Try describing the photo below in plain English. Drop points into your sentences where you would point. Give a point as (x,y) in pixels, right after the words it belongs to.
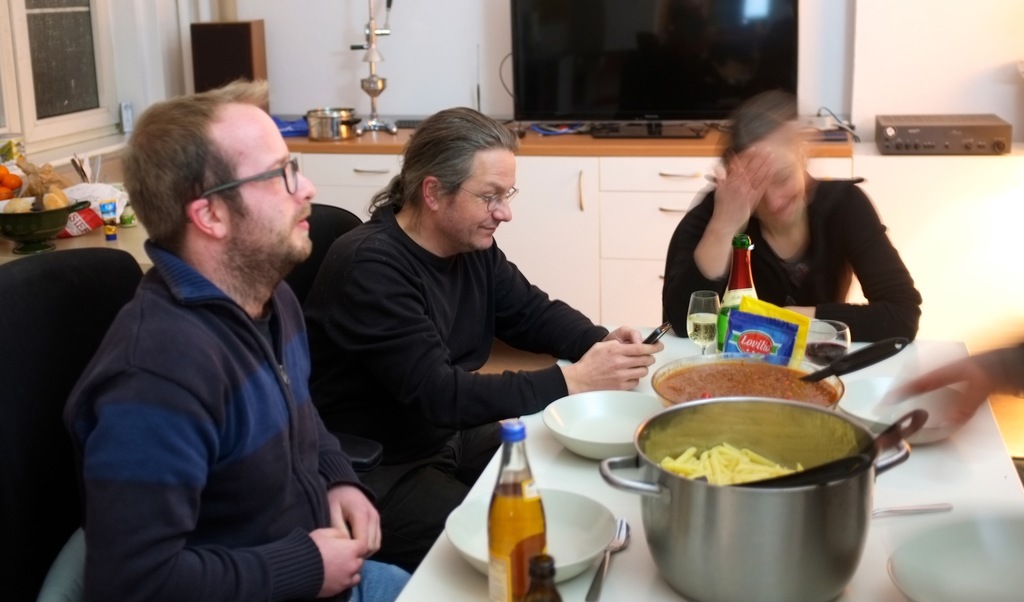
As we can see in the image there is a white color wall (476,45), screen (519,35), cupboards (587,174), few people (318,316) sitting on chairs (75,334) and there is a table (895,544). On table (863,592) there are bowls (632,424), glasses (705,316), bottles (515,469) and dishes (769,384).
